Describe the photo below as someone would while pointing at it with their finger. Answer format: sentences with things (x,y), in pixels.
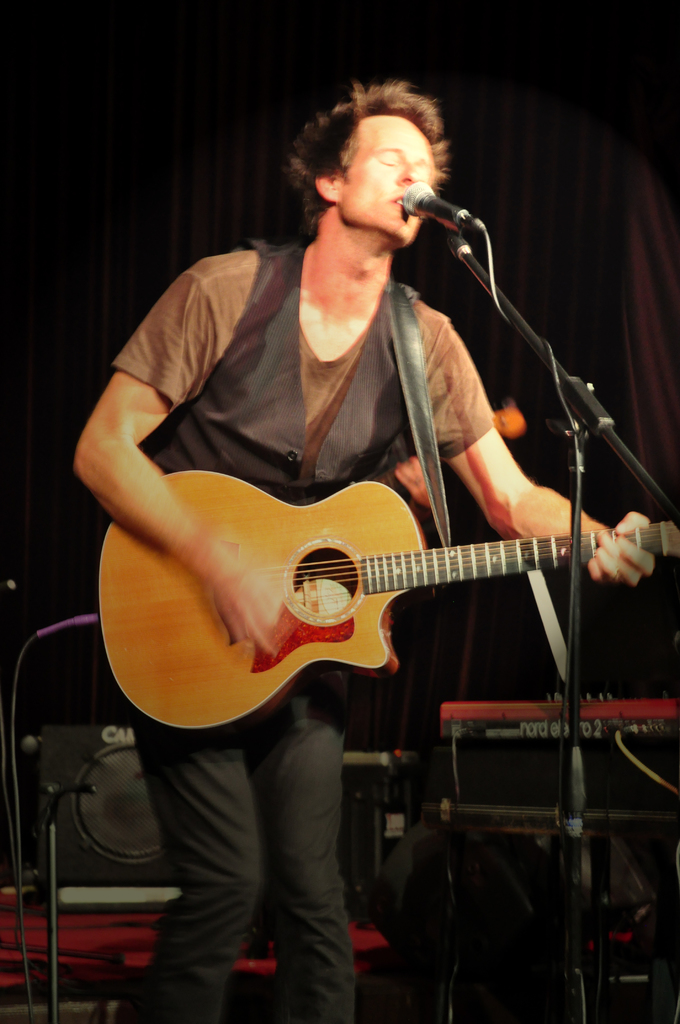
This picture shows a man (652,570) standing and playing guitar (106,641) and singing with the help of a microphone (446,206).
